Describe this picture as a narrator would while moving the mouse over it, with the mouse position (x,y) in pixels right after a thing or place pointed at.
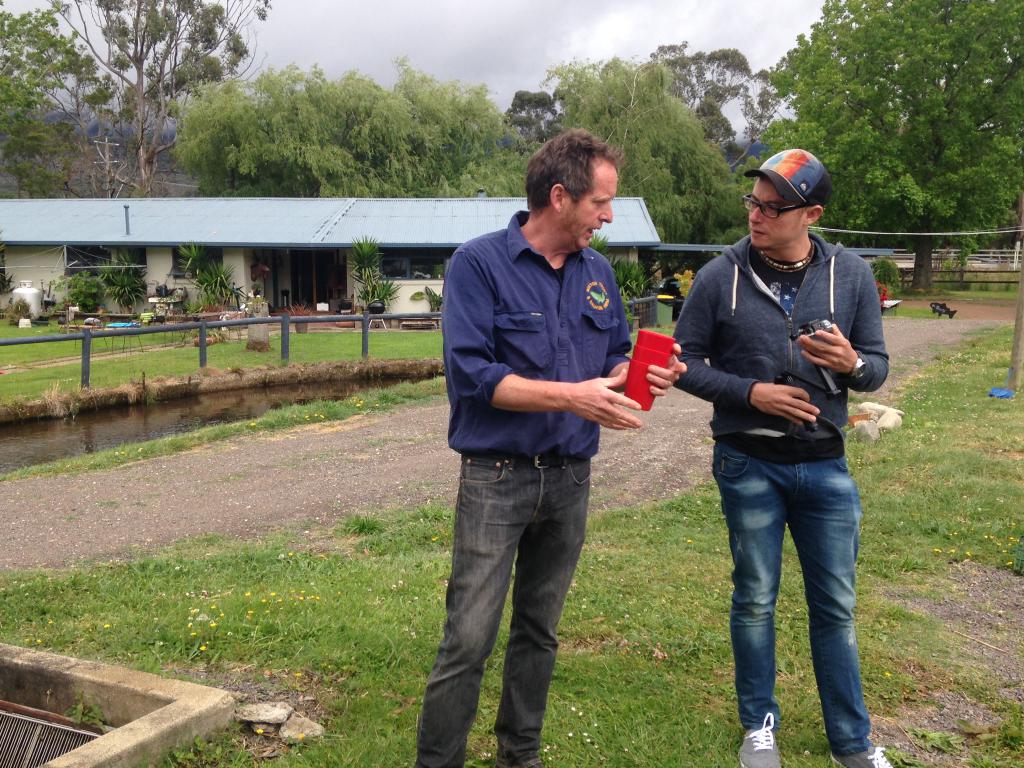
In this image we can able to see two persons (768,268) standing and holding some objects (641,388) in their hands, behind them there is a house (502,221), a car (675,285), some house plants (196,258), also we can see some stones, grass (214,431), trees (142,142), fence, beside fence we can see water (205,420), there is an electric pole (114,144), we can see the sky (517,39).
